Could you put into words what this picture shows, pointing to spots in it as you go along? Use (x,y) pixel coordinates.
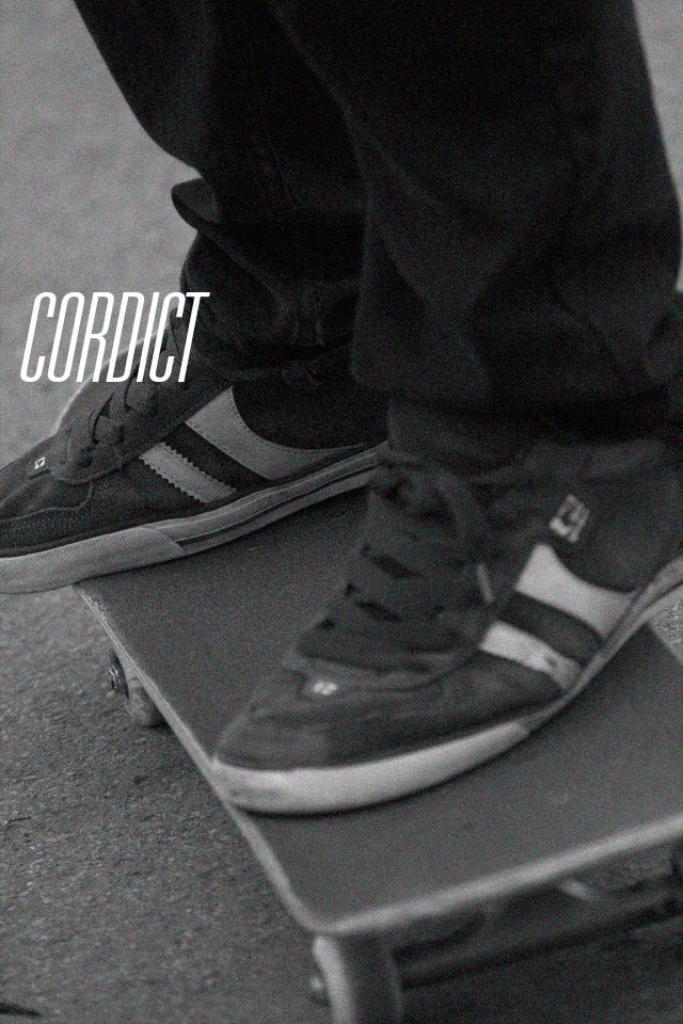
In the image we can see there is a person (295,408) standing on the roller skate board (380,873) and the image is in black and white colour. On the image its written "CORDICT".
